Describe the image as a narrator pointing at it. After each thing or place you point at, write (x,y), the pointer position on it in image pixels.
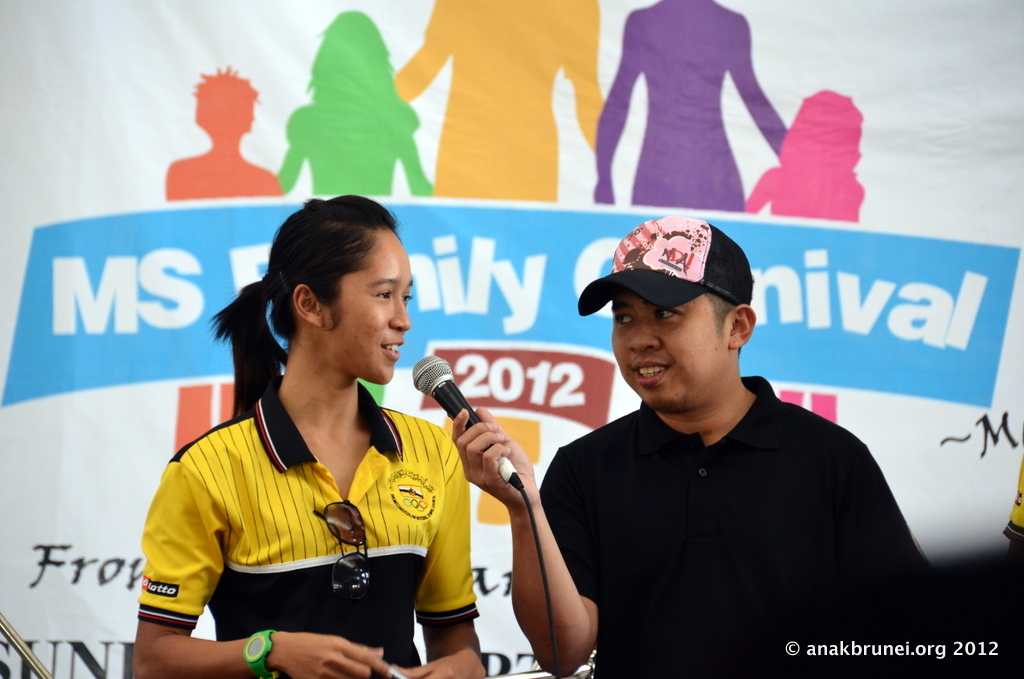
On the right side of the image (849,578) we can see a person (588,558) holding a mike (450,388) towards a girl (369,361). On the left side of the image (243,618) we can see a person (316,570) speaking to the mic (424,387). In the background (372,45) there is a poster (144,168).
